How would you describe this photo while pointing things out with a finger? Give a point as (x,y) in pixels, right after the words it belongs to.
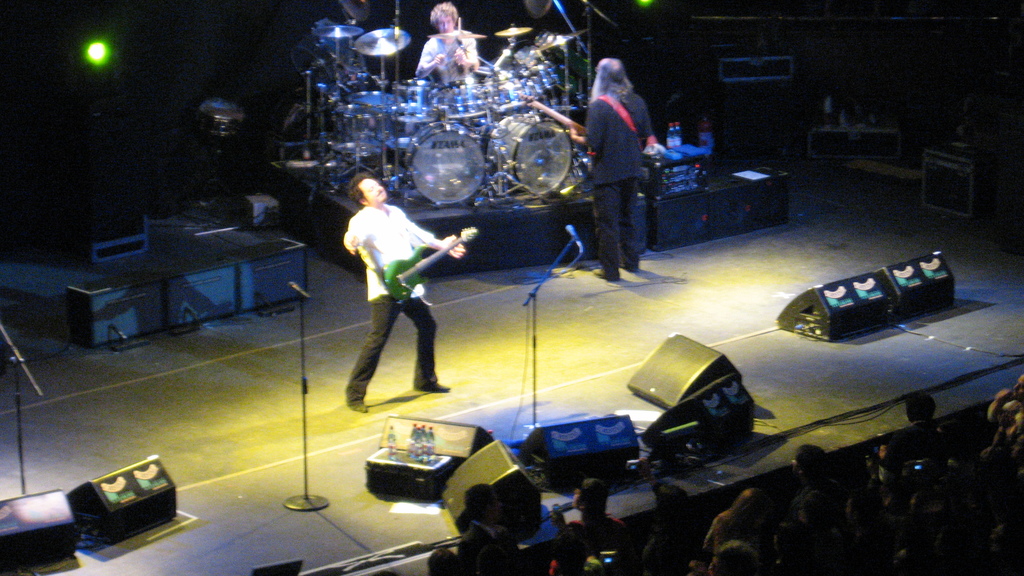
This image is clicked in a musical concert. There is a person (379,213) in the middle (401,290) who is playing guitar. There are two more persons (618,136) on stage (630,298), one of them is playing drums (520,103) other one is hanging guitar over his body (630,201). There are lights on the top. There are speakers (832,309) on the right side (850,314) and left side (101,290). There are people (788,573) in the bottom (812,505) who are watching this show.
